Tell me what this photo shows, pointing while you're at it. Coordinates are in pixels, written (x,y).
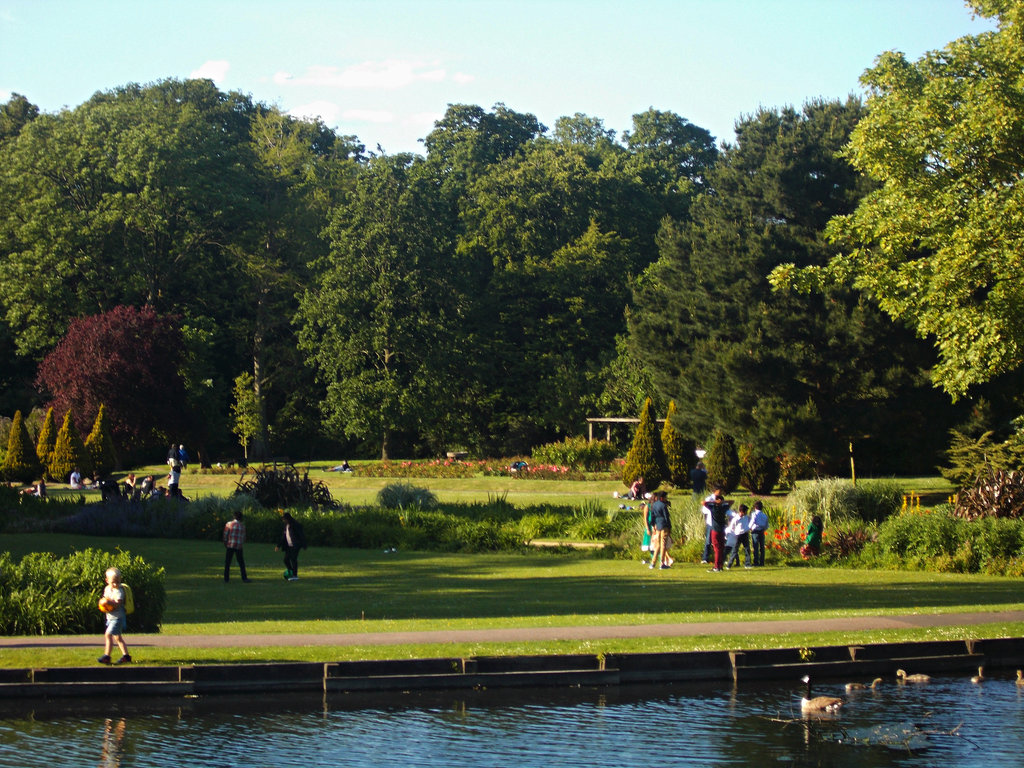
In this image there are people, grass (668,599), plants (564,527), trees (510,297), sky (388,44), water (688,725), ducks (870,687) and objects (912,661).
